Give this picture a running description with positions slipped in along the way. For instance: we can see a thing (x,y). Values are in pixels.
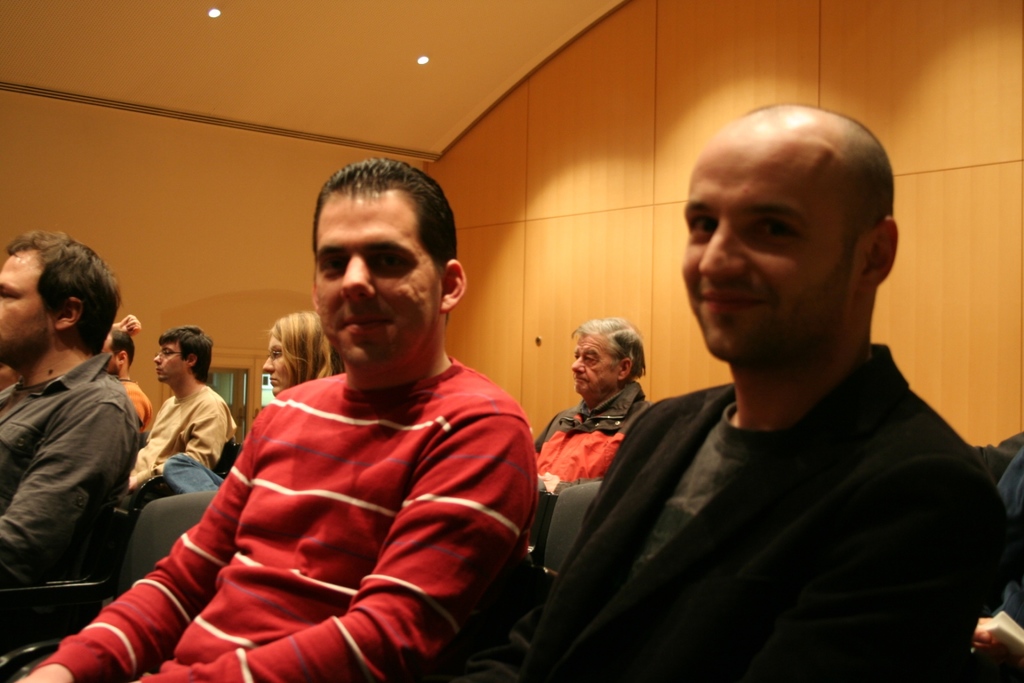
In this image we can see a group of people (485,392) sitting on the chairs (557,568). On the backside (578,290) we can see a wall (578,271), door (256,371) and a roof (413,31) with some ceiling lights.
